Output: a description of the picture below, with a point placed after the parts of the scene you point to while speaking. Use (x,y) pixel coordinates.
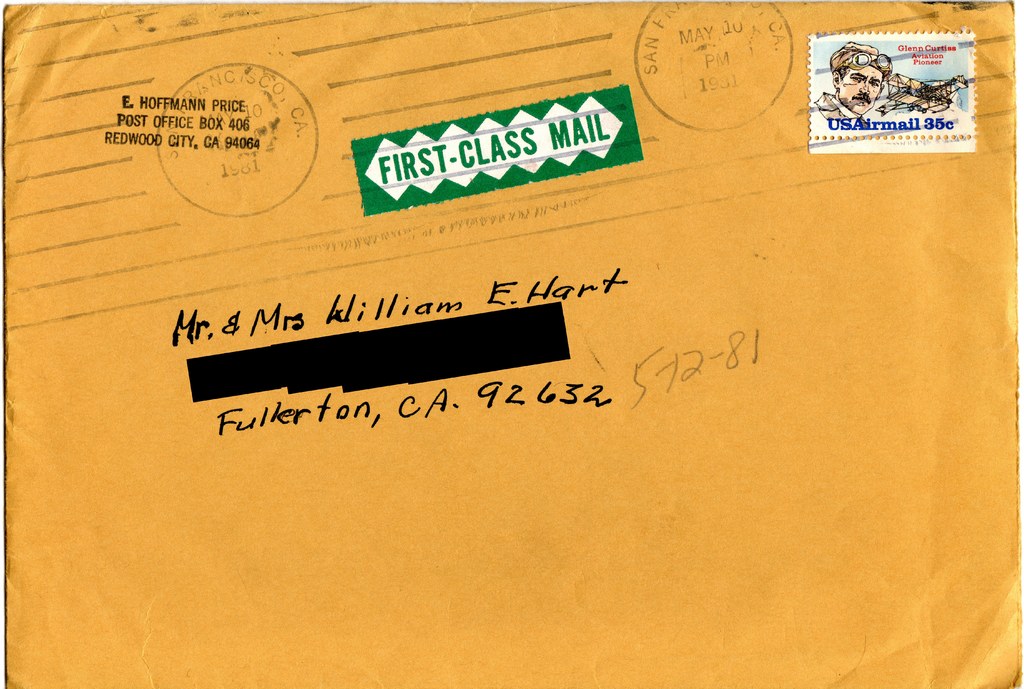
In this picture we can see a yellow color object (582,338) on which we can see the text (236,138), stamps (825,122) and a picture (874,108) of a person (867,96) and picture (935,86) of some other objects (911,98).
